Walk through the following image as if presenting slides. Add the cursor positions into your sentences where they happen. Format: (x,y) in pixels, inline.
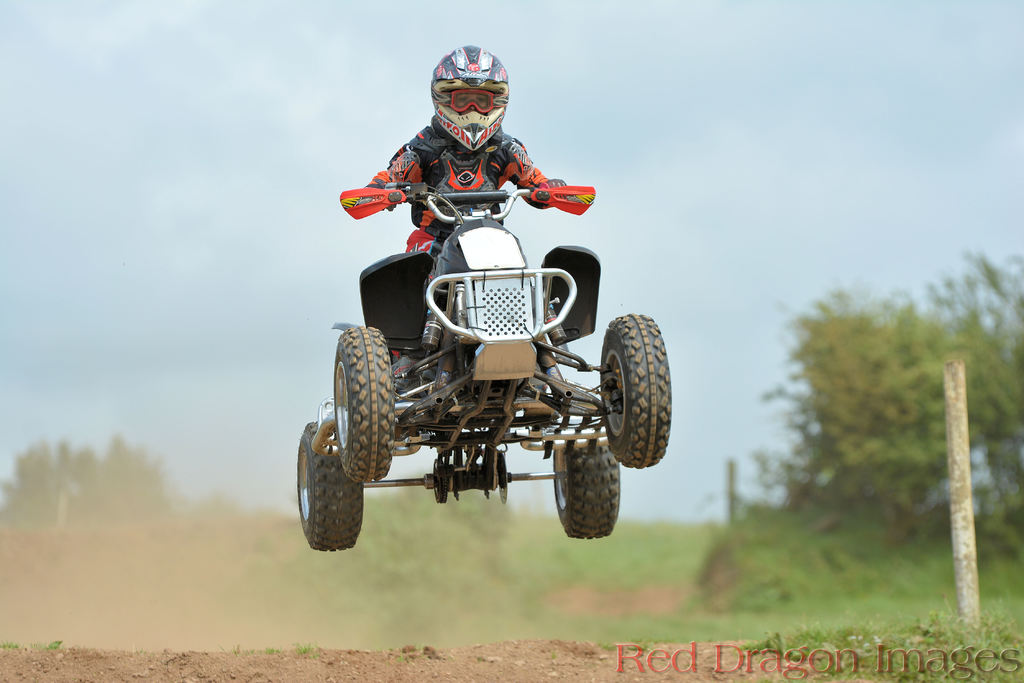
In this picture I can see a person (449,169) is sitting on the vehicle (462,321). The person (498,180) is wearing helmet (486,113). In the background (291,256) I can see sky (347,317), grass (556,557), trees (797,500) and a pole (957,535).
